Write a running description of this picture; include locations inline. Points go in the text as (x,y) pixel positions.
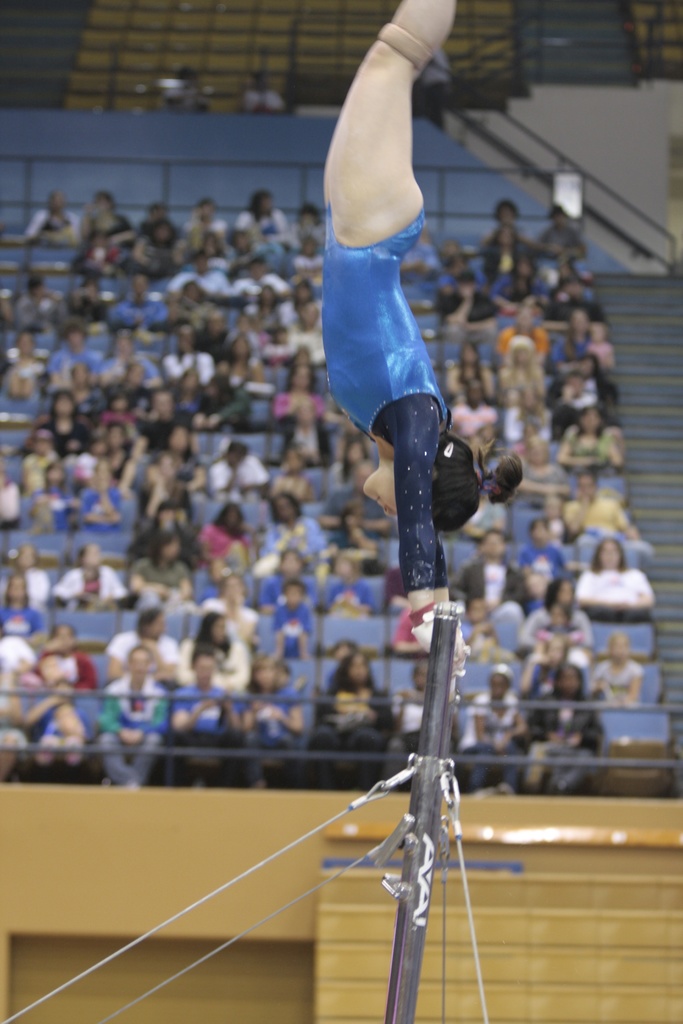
In the center of the image (420,409) there is a woman (391,410) performing gymnastic. In the background of the image (354,441) there are people (277,538) sitting in stands (655,576).
